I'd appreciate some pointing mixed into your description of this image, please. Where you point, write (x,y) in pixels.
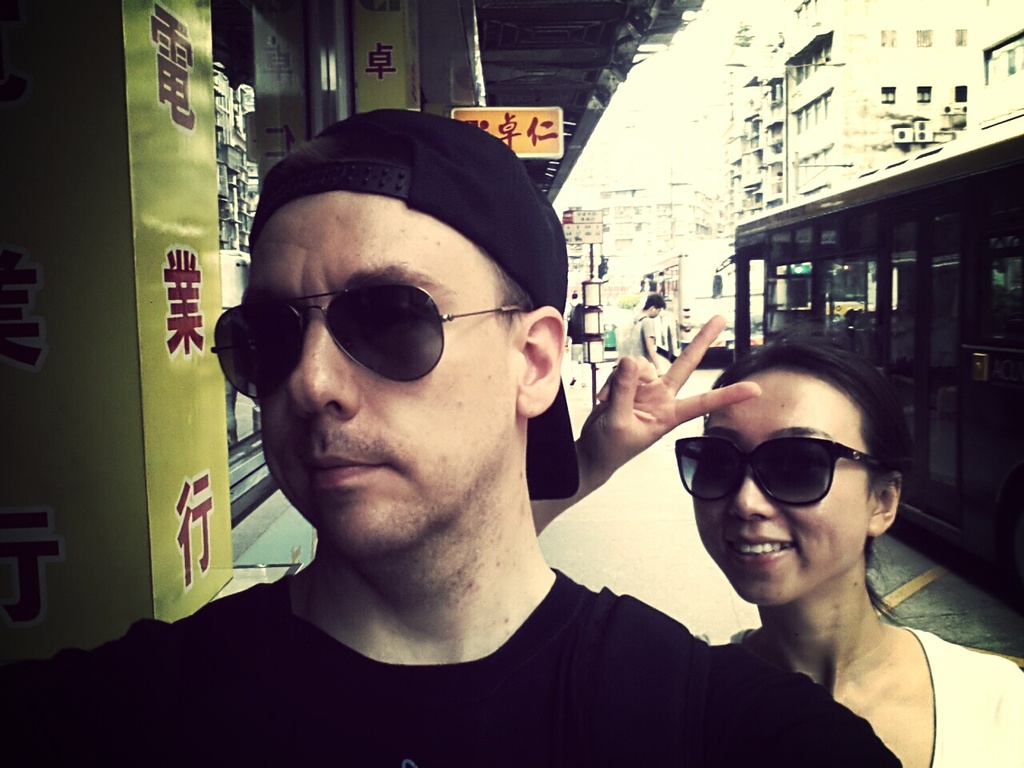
In the center of the image (522,372) we can see a man (318,399) and a lady (609,406) wearing goggles (407,335). In the background of the image (1014,424) we can see buildings (638,250), stores (263,117), boards (532,122), buses (685,288), man (657,316), pole (586,298), air conditioner (893,127), wall (855,40) are there. In the center of the image (626,493) there is a floor (665,444). At the top of the image (718,104) we can see the sky (677,106).
